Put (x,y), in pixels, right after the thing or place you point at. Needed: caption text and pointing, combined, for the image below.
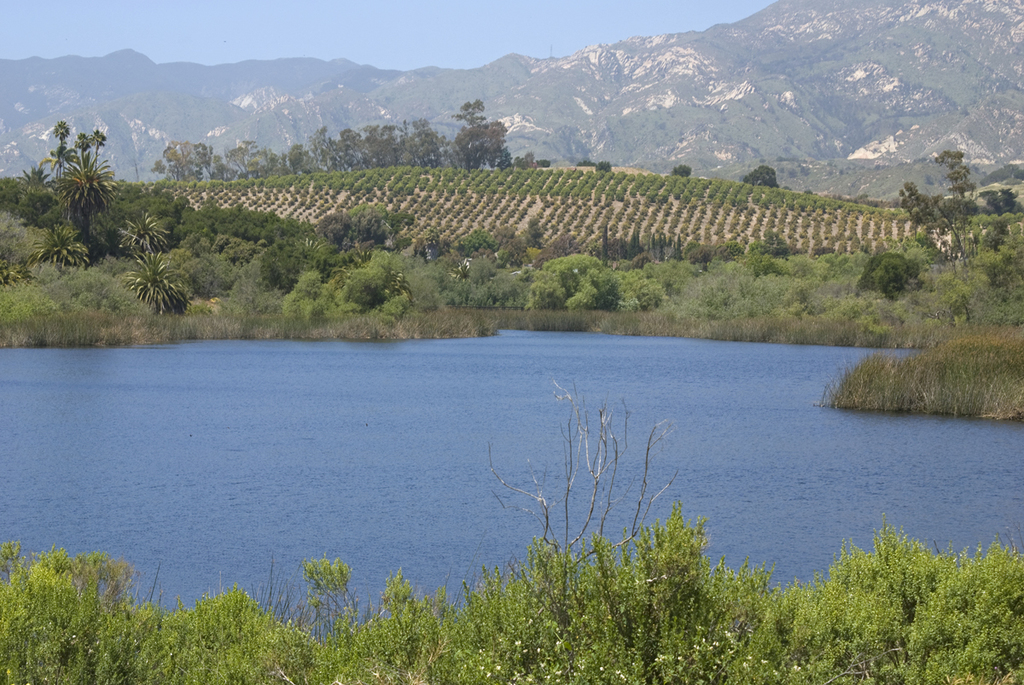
This image is taken outdoors. At the top of the image (194,26) there is the sky (523,23). At the bottom of the image (296,637) there is a ground (561,639) with grass (690,659) and a few plants (698,583) on it. In the middle of the image (415,375) there is a pond (574,439) with water (813,468). In the background (183,136) there are a few hills (670,114). There are many trees (544,249) and plants (74,310) with green leaves (225,272), stems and branches (468,156) on the ground (880,199).
